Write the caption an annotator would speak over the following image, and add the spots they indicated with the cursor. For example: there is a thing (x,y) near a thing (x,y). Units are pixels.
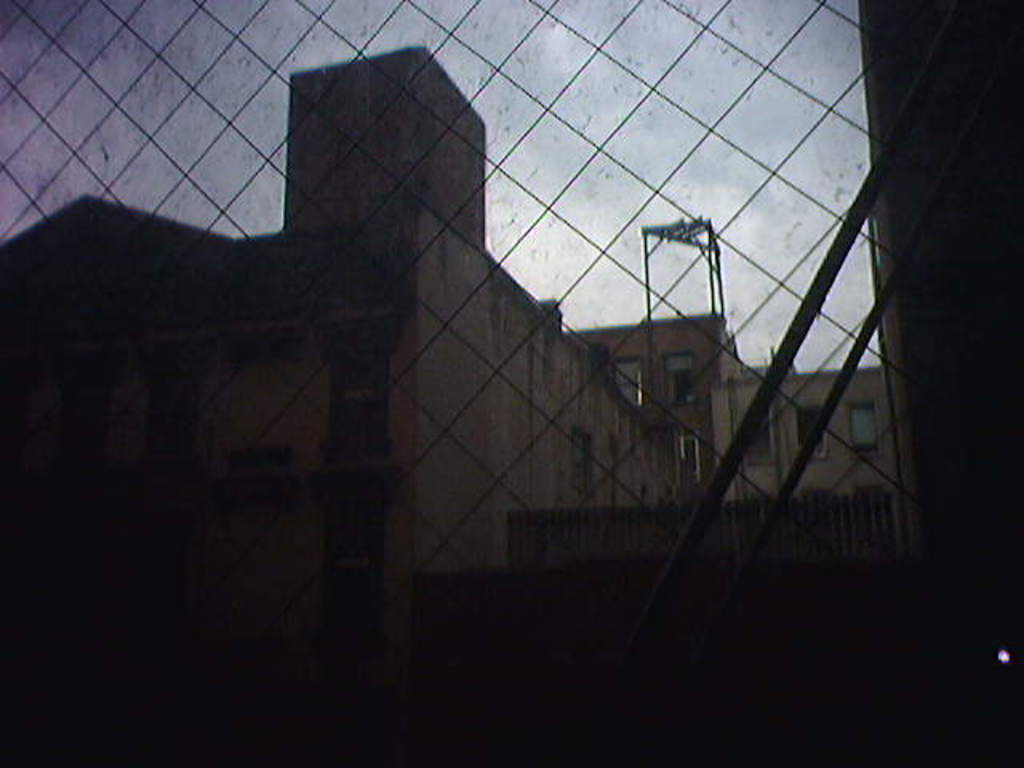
In the center of the image (456,337) there is a wall (990,39), window (126,120), stick type objects (771,402) and a few other objects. Through the window (424,447), we can see the sky (632,20), clouds (780,267), buildings (213,411), windows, fences (793,511), poles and a few other objects (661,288).
